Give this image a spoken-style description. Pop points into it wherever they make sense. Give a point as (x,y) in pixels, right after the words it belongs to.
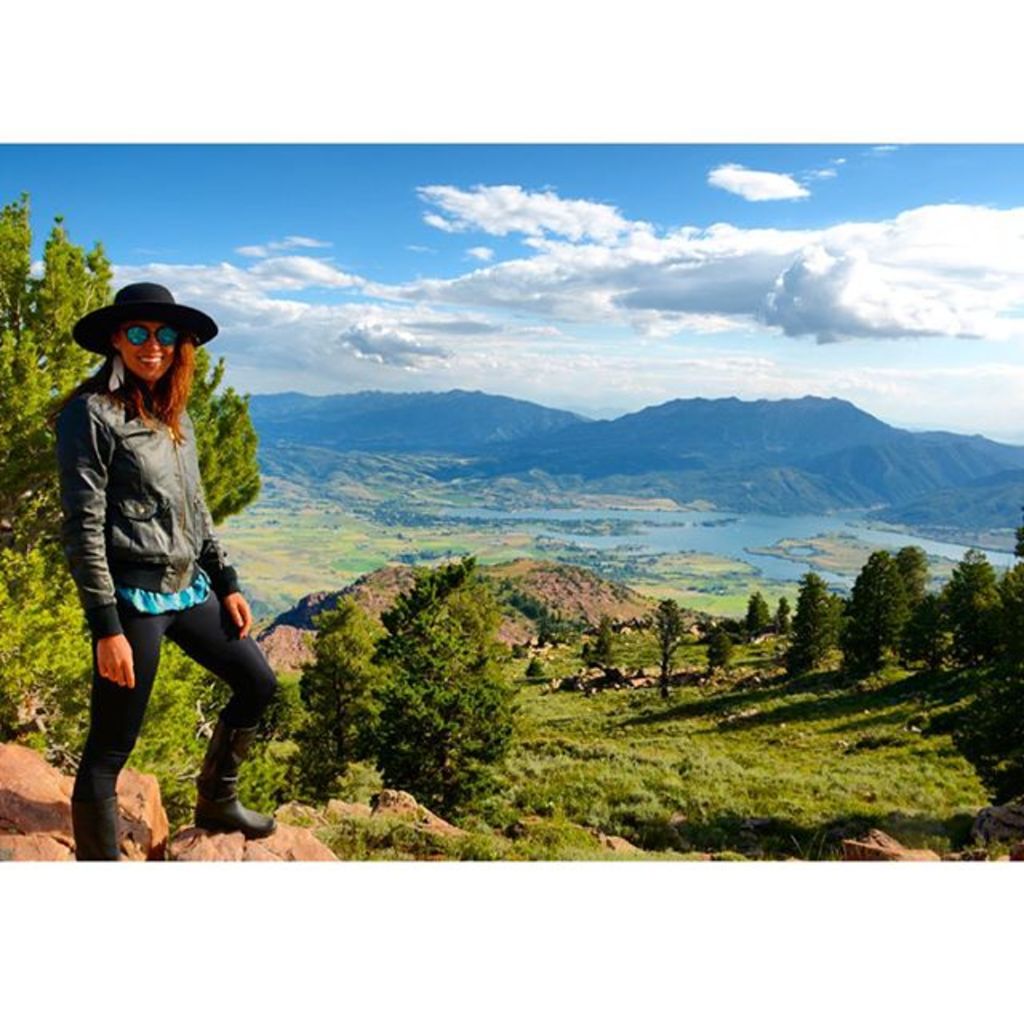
In this image we can see a woman (260,829) standing on the rocks (277,822). We can also see some grass (666,767), a group of trees (1010,717), some plants (396,831) and stones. On the backside (820,521) we can see a water body (749,542), the hills (963,519) and the sky (801,351) which looks cloudy.
